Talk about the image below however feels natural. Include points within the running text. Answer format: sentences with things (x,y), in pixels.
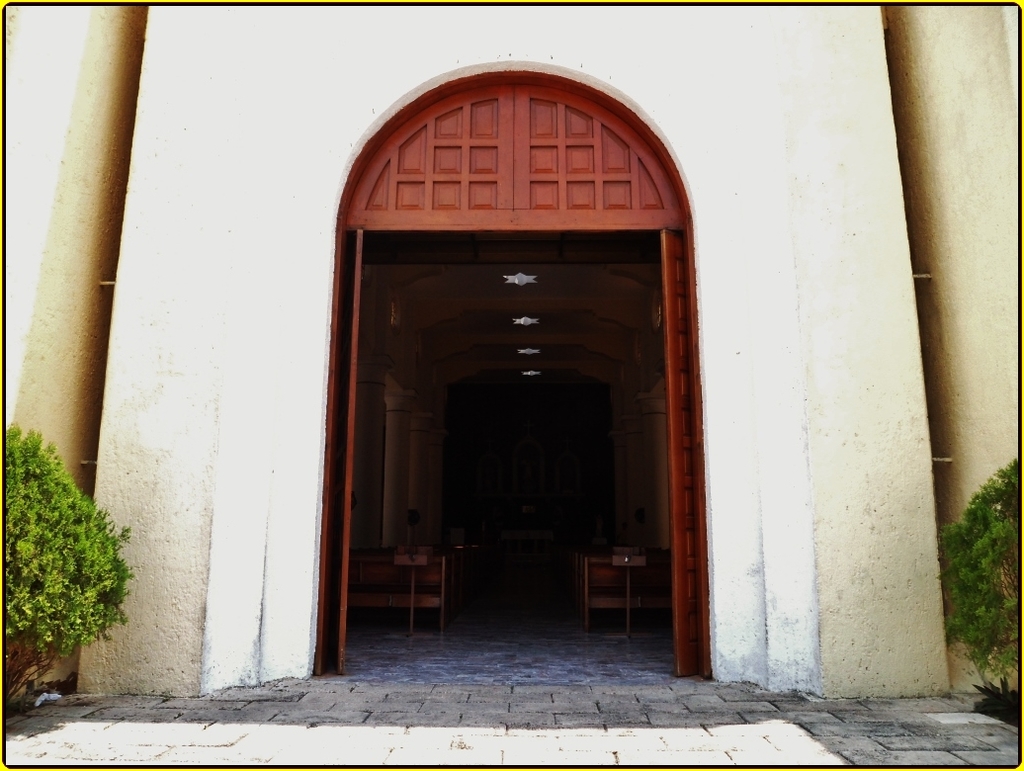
In this image on the left (177,350) and right side (751,159) we can see plants (42,646), wall (20,21) and doors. Inside the building (478,624) we can see chairs (596,568) on the floor (502,578), pillars (431,530) and lights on the ceiling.
